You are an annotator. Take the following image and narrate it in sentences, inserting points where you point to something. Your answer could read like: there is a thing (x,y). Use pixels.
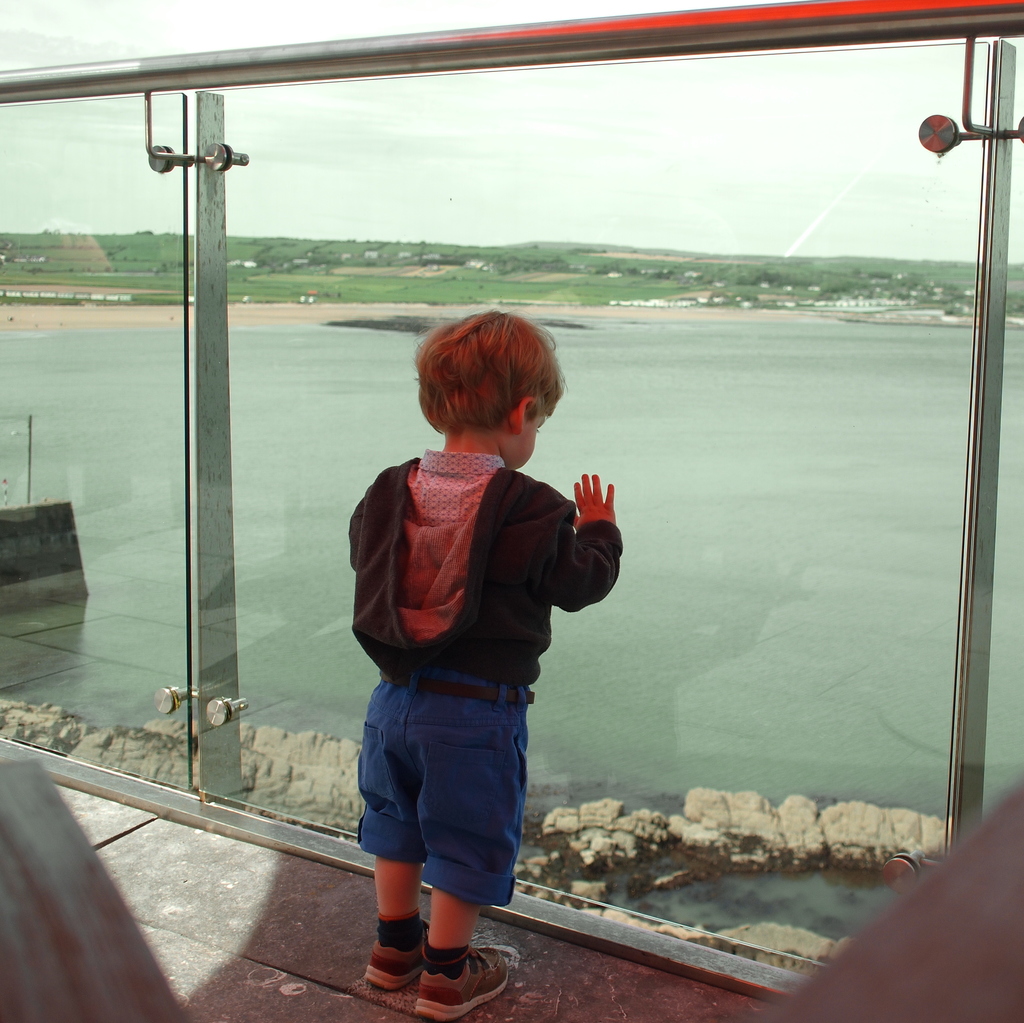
In the picture we can see a child (505,883) standing near the glass railing (235,661) and looking forward, we can see water surface (821,540) and far away from it, we can see grass surface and behind it we can see the sky (862,121).
